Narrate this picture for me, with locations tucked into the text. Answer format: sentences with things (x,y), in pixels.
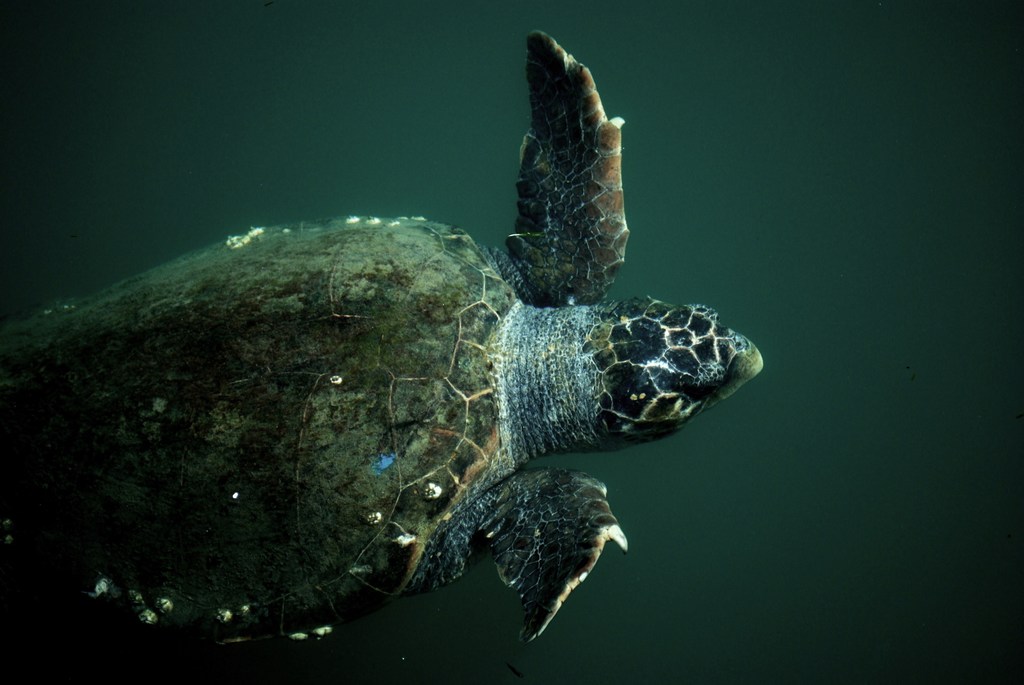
This image consists of a turtle (591,425). At the bottom (685,556), it looks like water (65,614).
